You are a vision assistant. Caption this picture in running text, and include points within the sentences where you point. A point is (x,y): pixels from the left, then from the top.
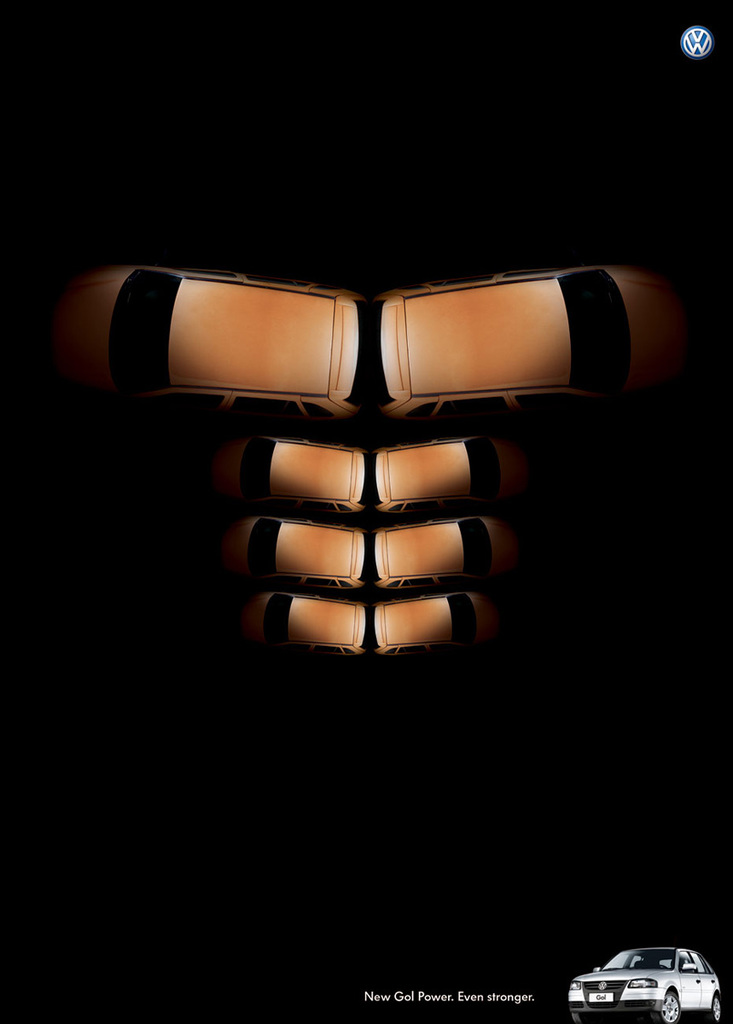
In the center of the image (353,502) we can see a few vehicles (435,339). In the bottom right side of the image (689,998), we can see some text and one car (573,1010). On the top right side of the image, there is a car logo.
